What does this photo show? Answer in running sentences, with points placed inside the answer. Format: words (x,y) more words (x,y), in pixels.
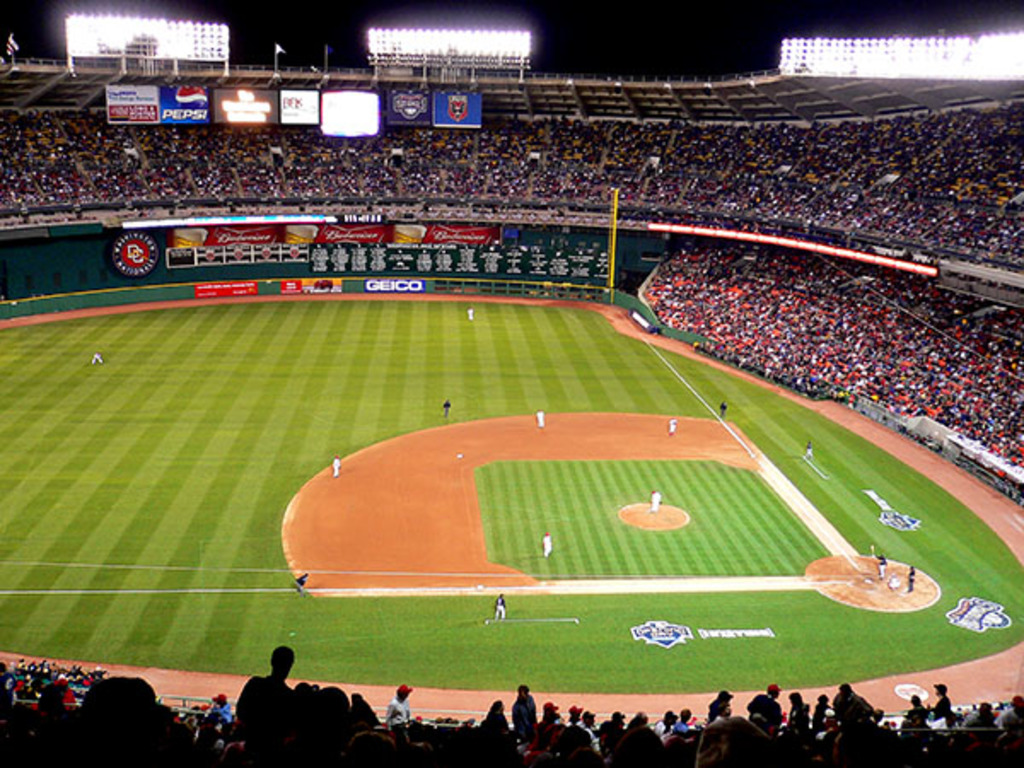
This is a baseball game stadium (571,570). In this image we can see few persons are playing base ball game on the ground (441,435) and we can see hoardings (274,111), lights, flags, audience (519,177) and other objects (158,248).
